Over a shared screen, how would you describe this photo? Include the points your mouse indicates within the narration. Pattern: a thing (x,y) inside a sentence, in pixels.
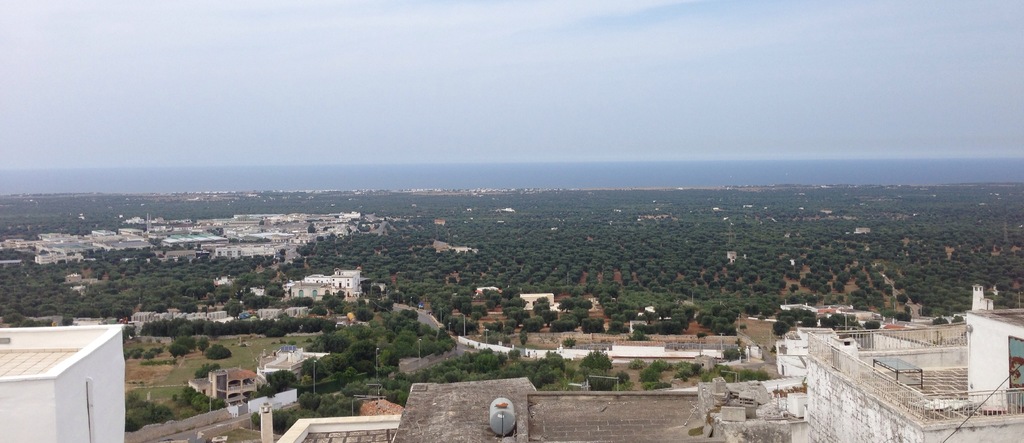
In this image we can see a few buildings (843,339), there are some trees (462,327), windows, poles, grills (877,381) and some objects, in the background (353,158) we can see the sky (595,153).
